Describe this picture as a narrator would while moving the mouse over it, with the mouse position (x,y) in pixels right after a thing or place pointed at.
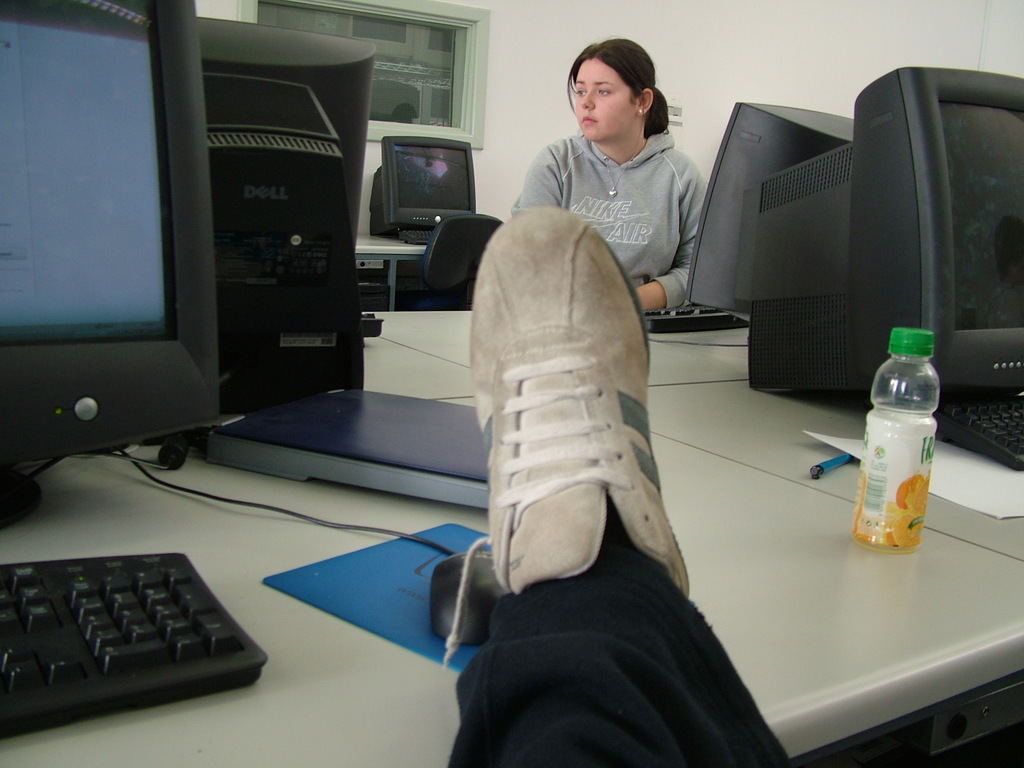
At the bottom of the image (734,525) there is a table (191,740), on the table (191,740) there is a leg (500,274) and bottle (913,462) and paper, pen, mouse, keyboard (123,678), book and desktops (968,170). Behind them a woman (627,69) is sitting. Behind her there is a wall (645,15) and chair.
